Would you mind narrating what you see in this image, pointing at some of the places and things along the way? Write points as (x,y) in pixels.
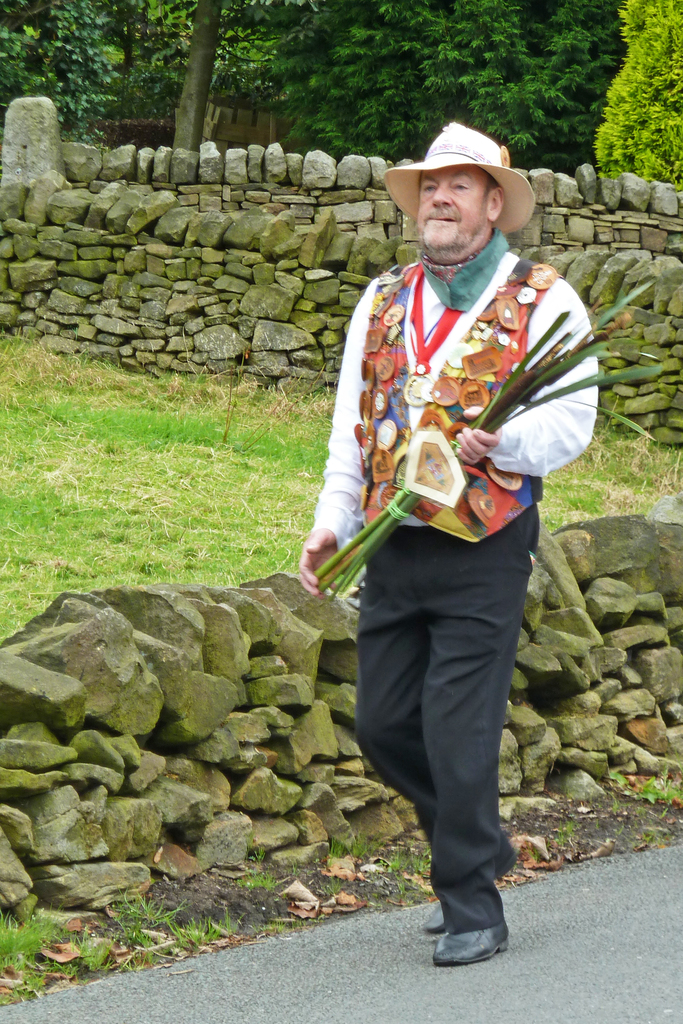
In this picture there is a man (392,577) in the center of the image (398,659), by holding sticks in his hands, there is grass land (296,399) in the center of the image (253,486), there are stones (639,204) in the center of the image (304,652) and there are trees (356,88) at the top side of the image (461,74).
